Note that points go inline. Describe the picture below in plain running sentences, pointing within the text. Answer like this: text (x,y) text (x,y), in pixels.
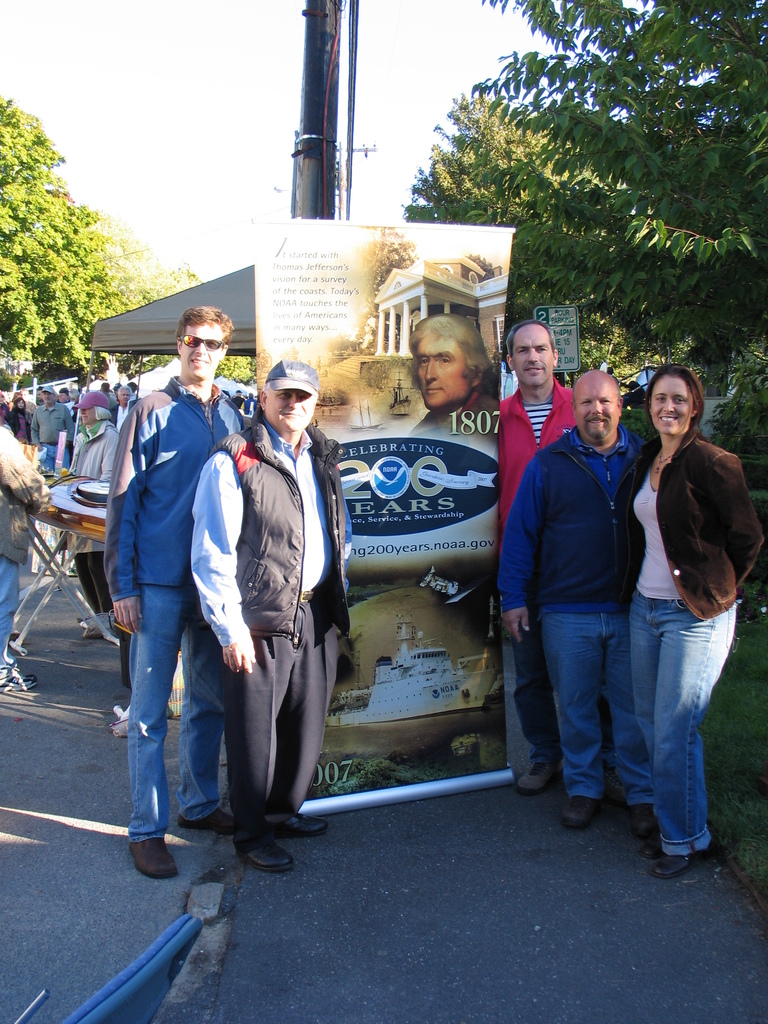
There are people (526,423) standing and we can see banner (358,283) and pipes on the surface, behind this banner (340,246) we can see pole (320,143). In the background (569,326) we can see people (2,455), objects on the table (79,514), board (564,348), tent (234,287), trees (705,271) and sky (101,194).
